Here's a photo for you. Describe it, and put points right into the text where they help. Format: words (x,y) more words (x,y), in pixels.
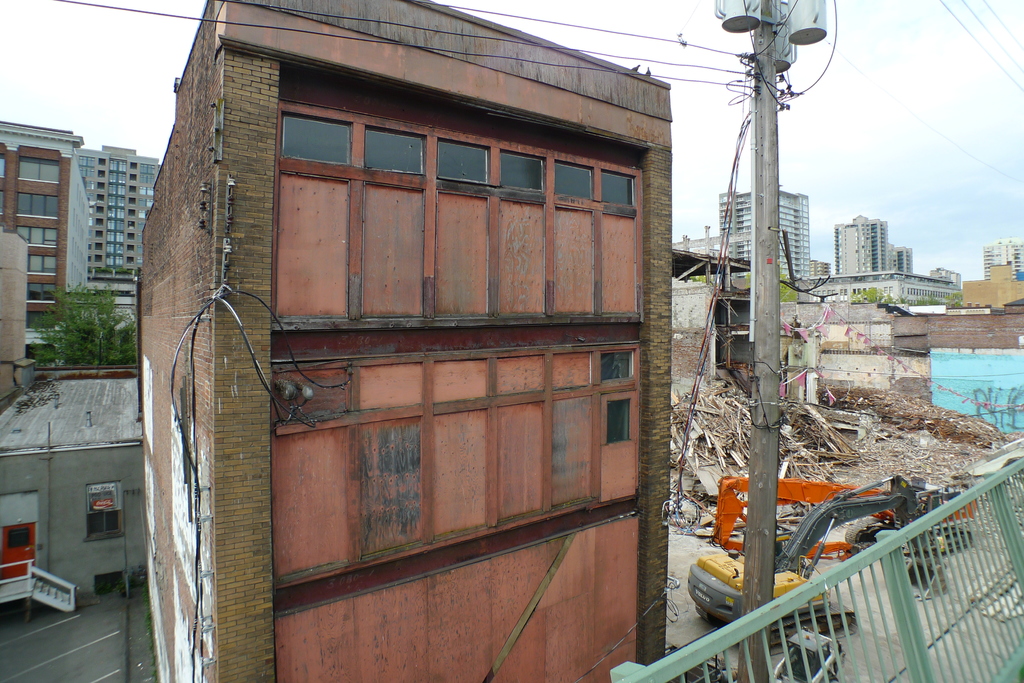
This picture is clicked outside. On the right corner (958,504) we can see the metal rods (868,561) and a crane (821,523) and some other objects (843,474) on the ground (911,445) and we can see a pole (765,245), cables (667,79) and some other objects (799,21) attached to the pole (768,96). In the center (352,271) we can see the buildings (167,295). In the background (864,229) we can see the sky (933,229), buildings (989,280), trees (854,299), staircase (43,593), windows (113,169) and many other objects (730,449), we can see there are some objects (785,429) lying on the ground (750,458).
